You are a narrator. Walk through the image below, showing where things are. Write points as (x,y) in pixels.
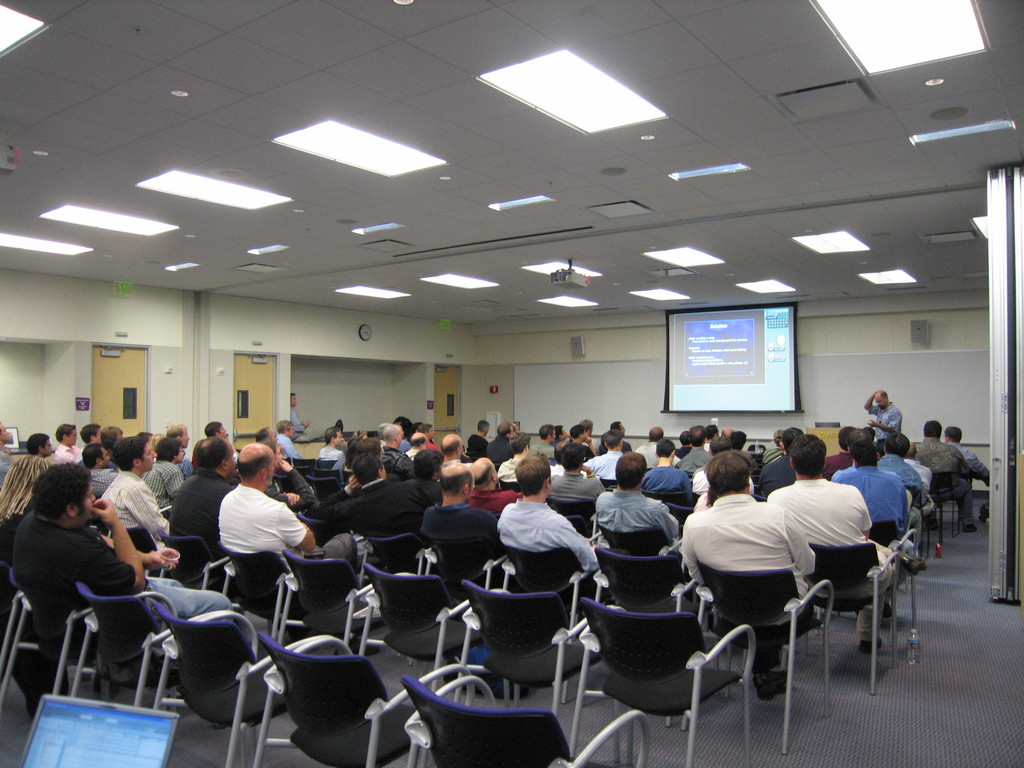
There are group of people (415,495) sitting in chairs (567,504) and there is a projector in front of them and there is a person (883,393) beside the projector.
